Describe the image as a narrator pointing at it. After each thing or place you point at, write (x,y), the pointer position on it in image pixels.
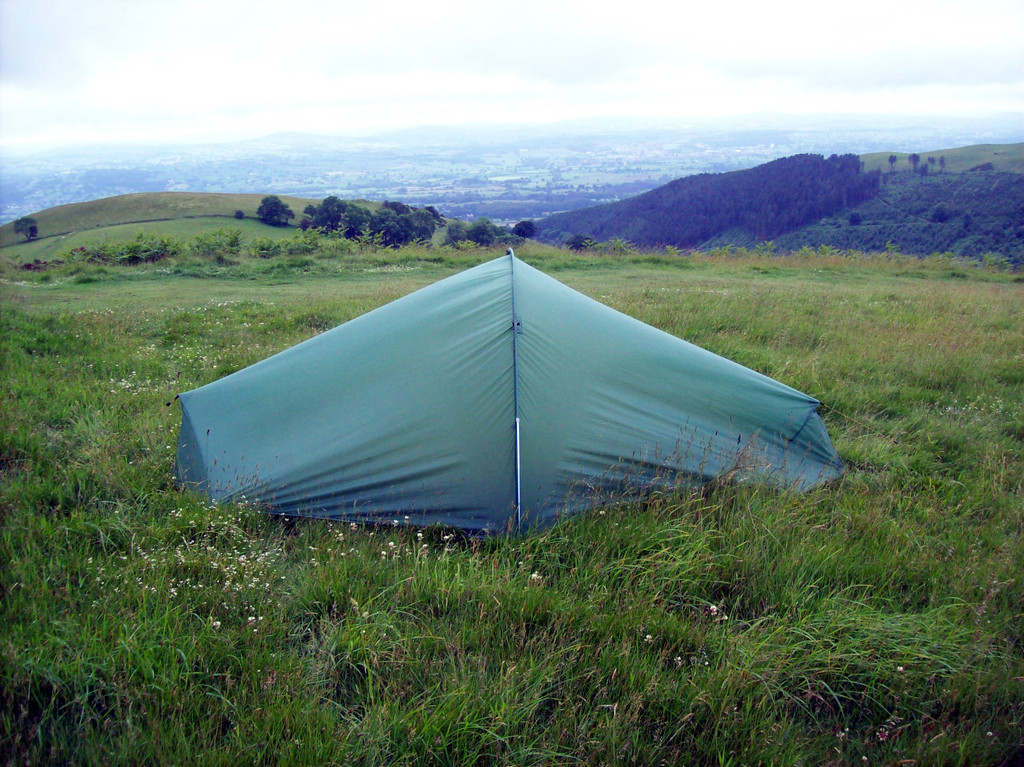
In this image I can see there is a tent (292,405) and there is some grass (236,326), with flowers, there are mountains (78,231) in the backdrop (986,179) and there are trees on the mountain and the sky (470,82) is cloudy.
